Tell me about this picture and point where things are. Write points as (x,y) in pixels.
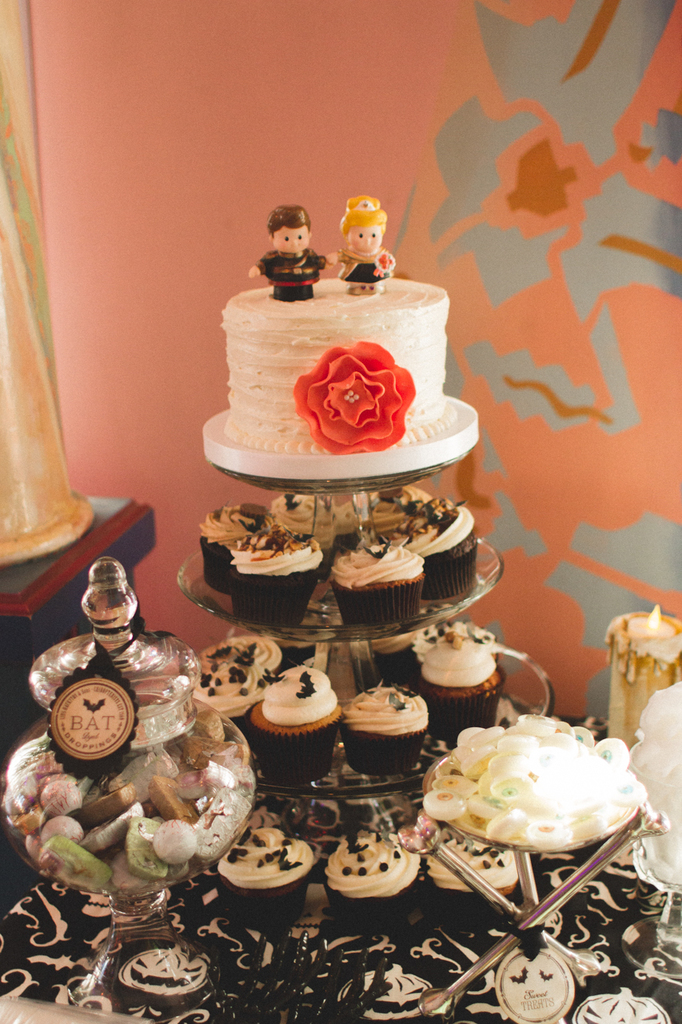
In this image we can see there is a table (161,955), on the table (337,938) there is a glass jar (44,763), stand (592,826), candle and some food items (351,558) on it. At the side there is a pillar (48,407). And at the back (455,214) there is a wall (455,260) with a design (479,419).
